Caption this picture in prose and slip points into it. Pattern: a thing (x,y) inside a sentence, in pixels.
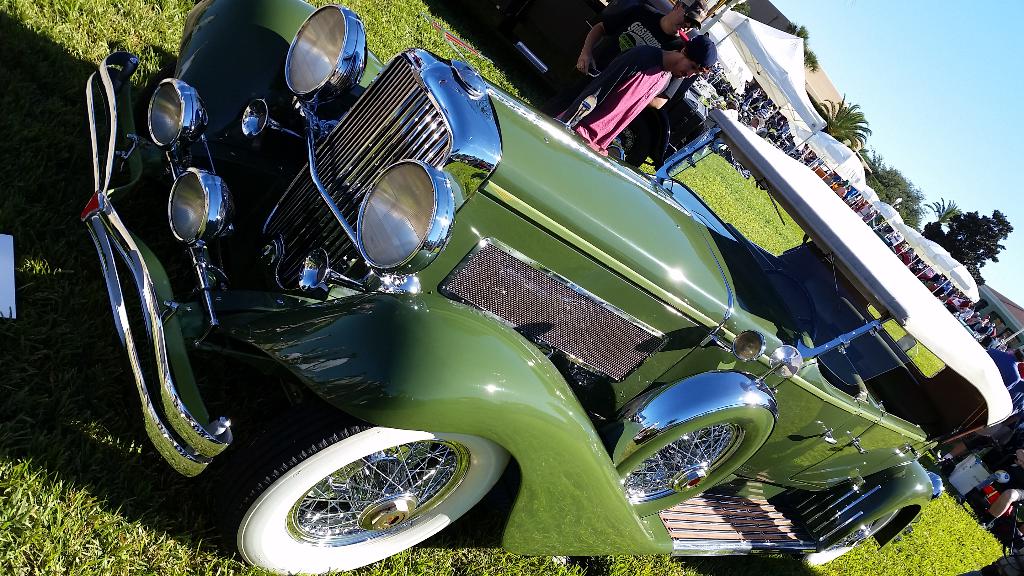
In this image in the middle (584,357) there is a vehicle (669,383). At the top (649,77) there are two men (648,76). On the right (954,237) there are many people (911,247), tents (801,52), grass (765,209), trees (904,208) and sky (968,197).
